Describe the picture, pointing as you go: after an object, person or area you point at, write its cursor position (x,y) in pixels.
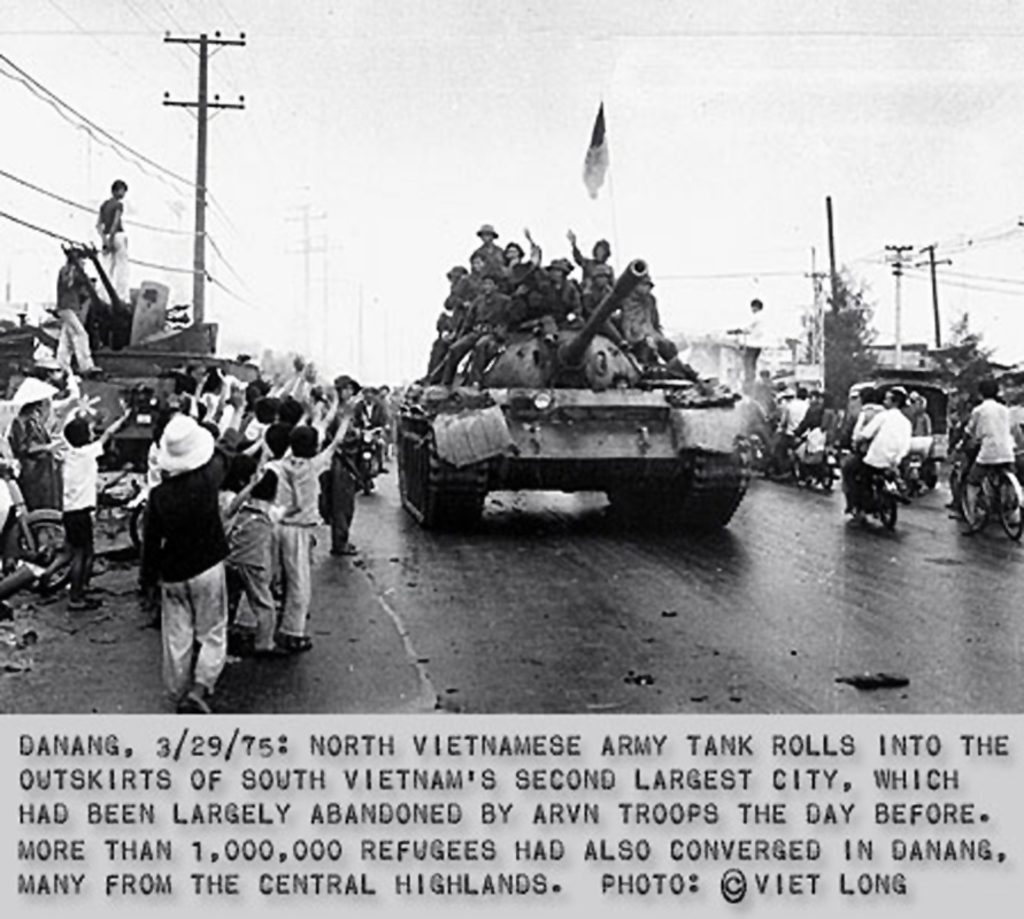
In this image I can see there is a battle machine (623,409) in the middle (659,357) few men (632,343) are standing on it, on the left side (60,443) there are people (221,462) are standing and looking at this thing (449,521). On the right side (884,396) few vehicles (912,487) are moving on the road (985,591), at the bottom (244,764) there is the matter (230,842).
